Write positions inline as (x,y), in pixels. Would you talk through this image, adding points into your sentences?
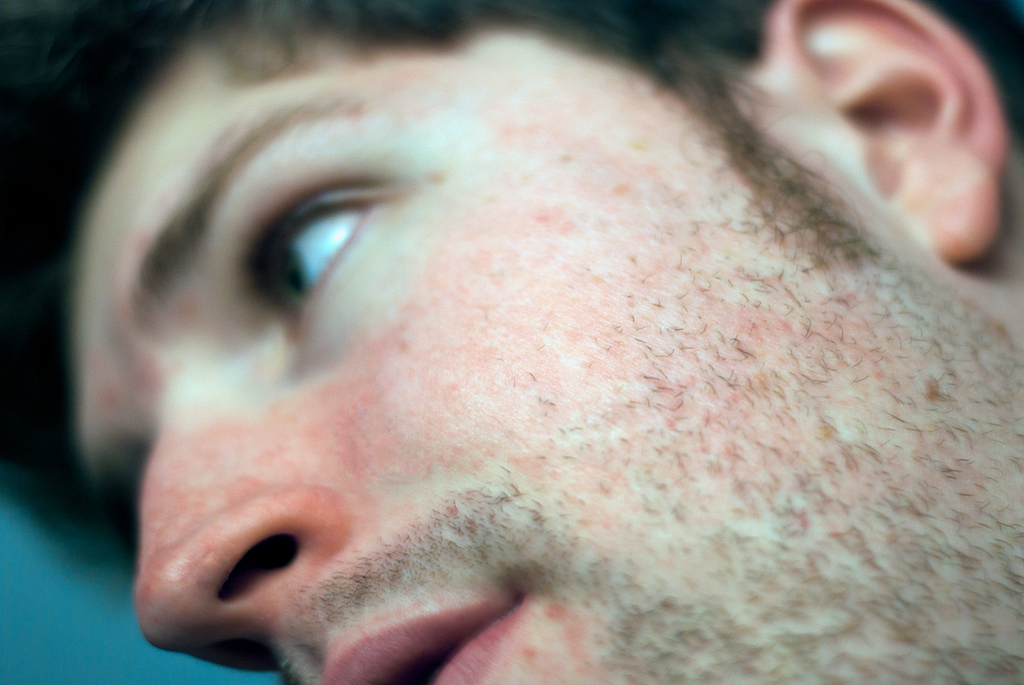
In this picture there is a person (515,363). On the left (55,602) there is a blue surface (66,625).
